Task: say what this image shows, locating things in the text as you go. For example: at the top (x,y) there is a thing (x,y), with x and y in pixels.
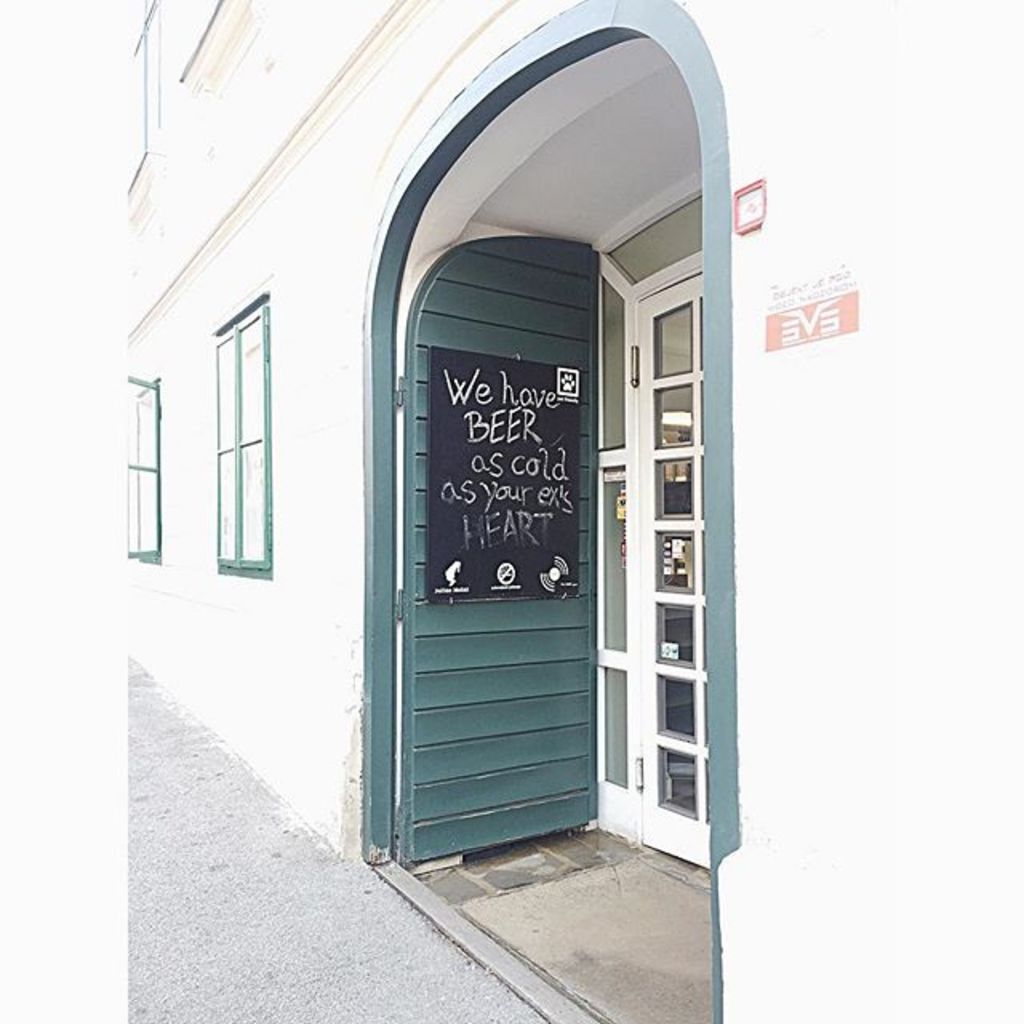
This picture is clicked outside. On the right (699,756) we can see the text (520,403) on the board (464,367) which is attached to the door (470,288) and we can see windows (254,362) and a white color door (643,340) of the building (825,406) and we can see some other objects (831,323) and the ground (320,913).
